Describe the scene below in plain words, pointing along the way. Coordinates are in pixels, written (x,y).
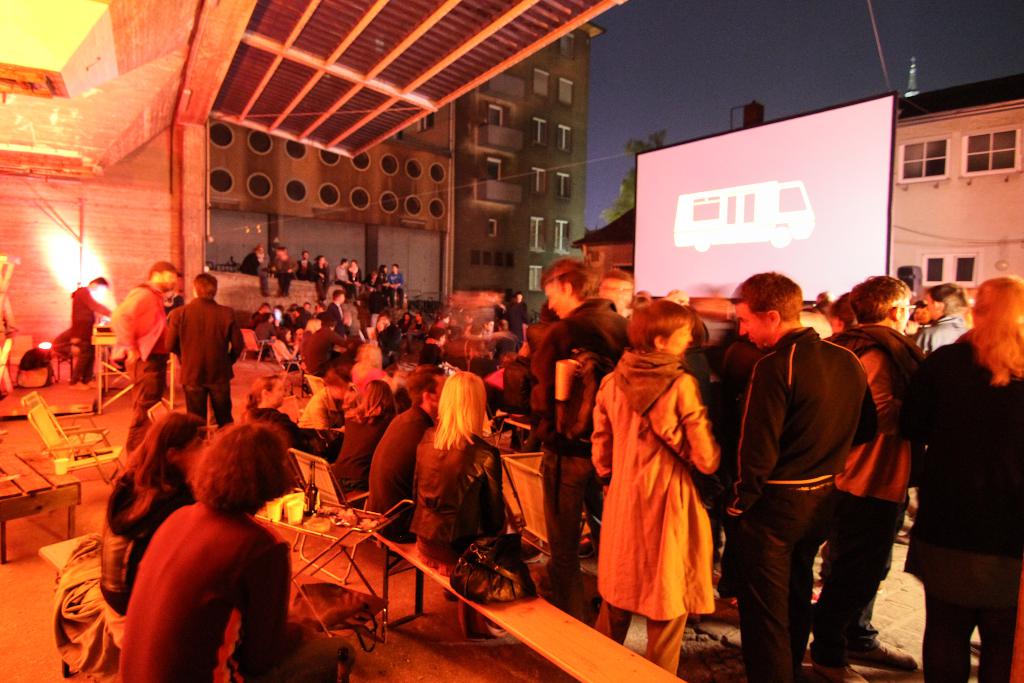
In this image there are a few people (393,495) sitting on the benches (546,636) and chairs (533,524) and some other people (645,566) are standing. In the center of the image (656,292) there is a screen (762,209). On the left side of the image (44,351) there are lights (91,267). In the background of the image (466,193) there are buildings (538,132). There is a tree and there is sky (776,29).
